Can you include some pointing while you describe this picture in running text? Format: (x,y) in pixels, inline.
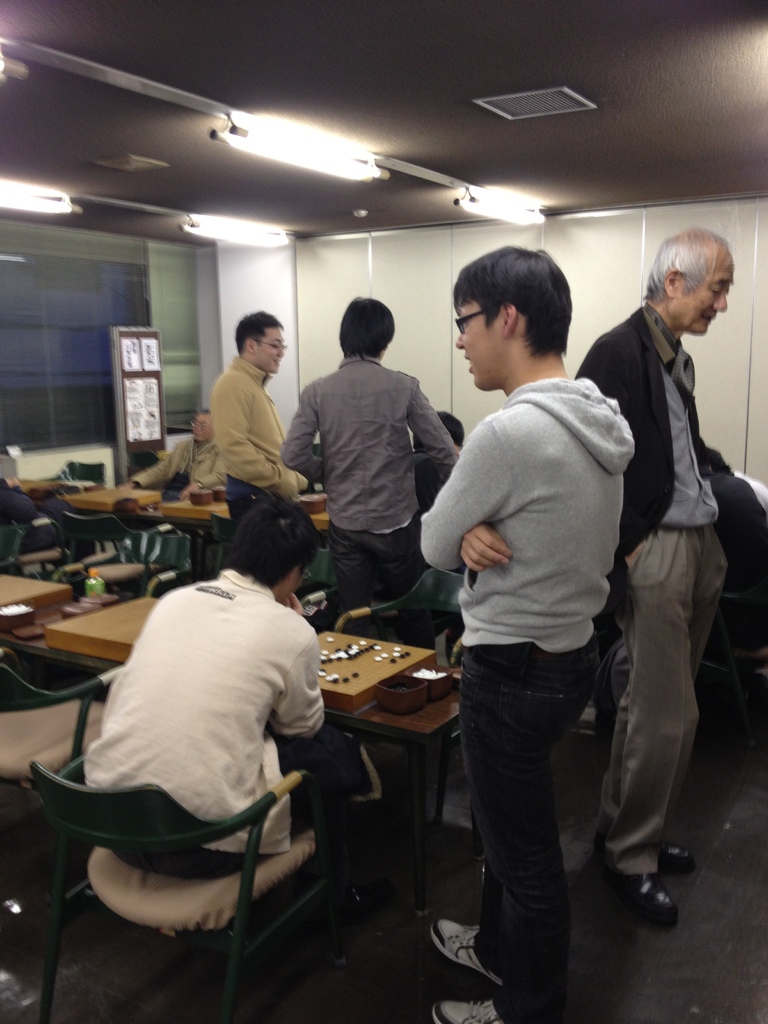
In this picture we can see the ceiling (575,136), lights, tables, board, floor (83,855) and few objects (148,511). We can see the people (502,330). Few people (276,360) are standing and few people (458,423) are sitting on the chairs (75,531).
